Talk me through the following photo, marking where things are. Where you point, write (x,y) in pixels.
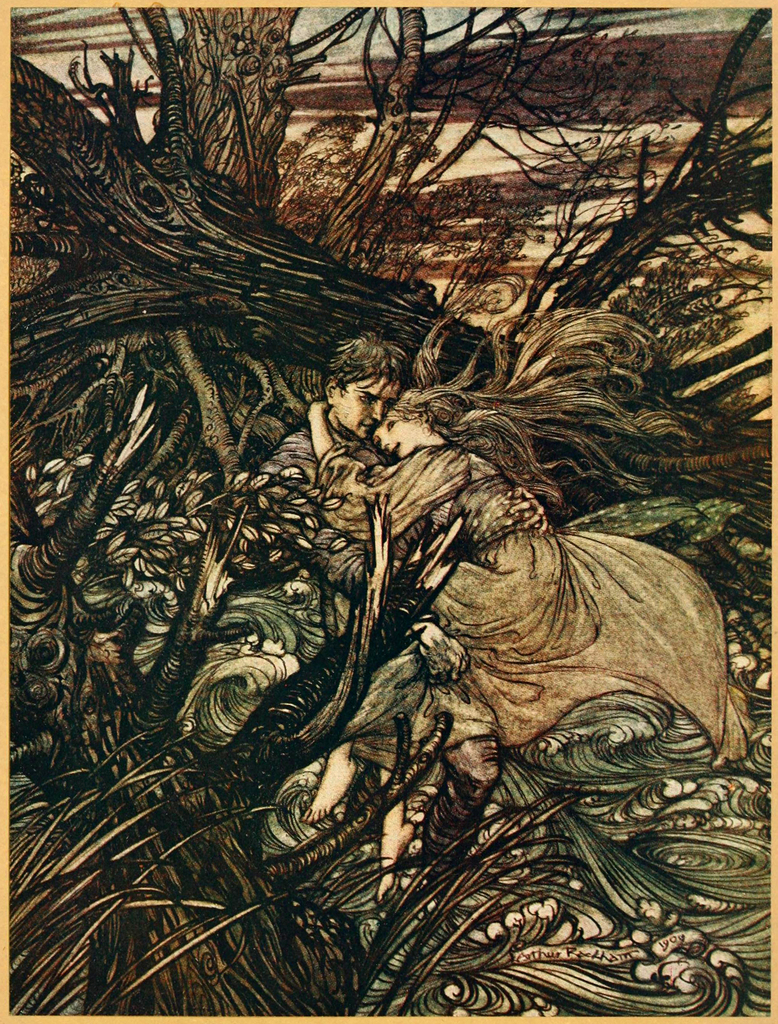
This is a painting of a man (360,392) and woman (351,487) holding each other. Also there are trees (273,413).
